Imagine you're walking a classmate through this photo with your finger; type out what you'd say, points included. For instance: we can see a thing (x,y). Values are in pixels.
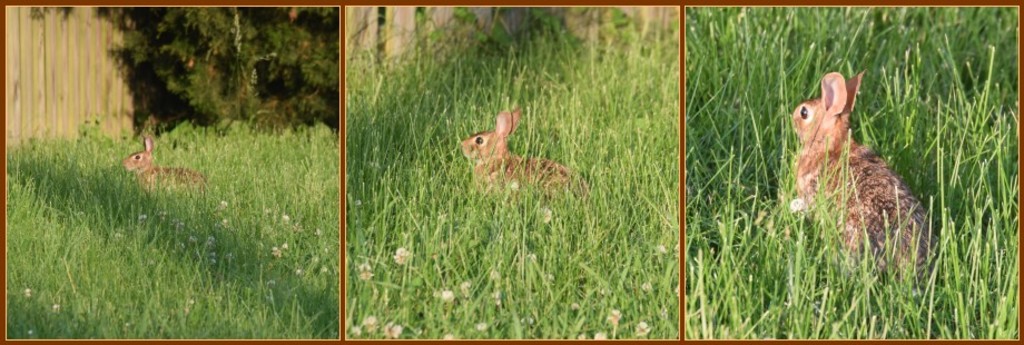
Here we can see collage of three pictures, in these pictures we can see grass (140,222) and a rabbit (870,164).
